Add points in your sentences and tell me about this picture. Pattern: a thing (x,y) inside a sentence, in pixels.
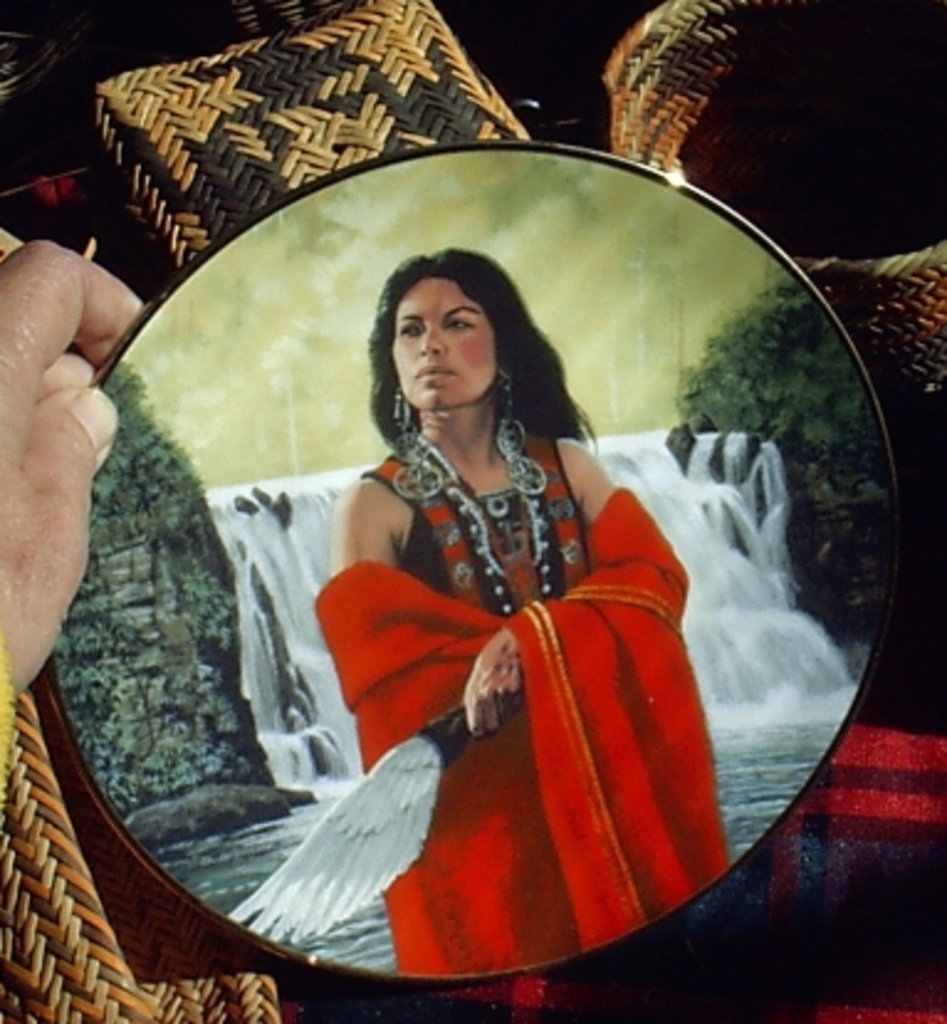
On the left (48,364) there is a person hand (65,378), holding a round plate (298,358) on which there is a painting (455,624) of a woman (424,604) holding an object (430,761) and behind her there is water fall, trees (180,482) and clouds (360,277) in the sky (360,277). In the background (937,950) there are some objects (665,115).
